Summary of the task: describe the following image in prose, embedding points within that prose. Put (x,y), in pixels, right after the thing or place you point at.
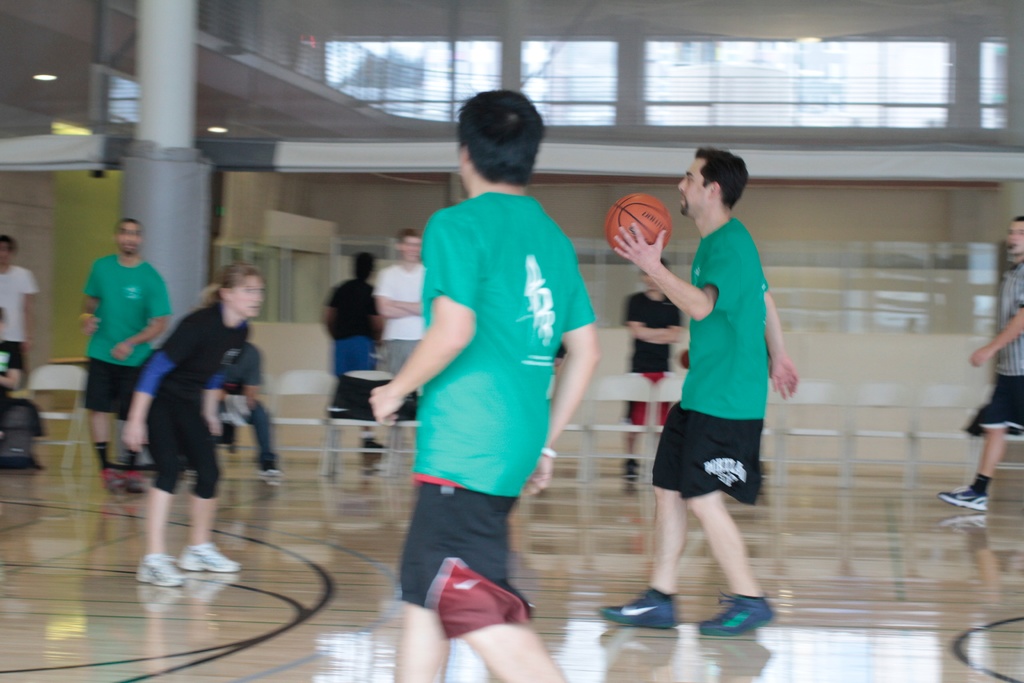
In this image there are people (497,409) playing on the floor (298,575). The man (642,238) in the center (671,233) is holding a basketball (623,205) in his hand (657,236). Behind them there are chairs (612,400). There are bags (350,403) and a person (254,392) sitting on the chairs (316,419). In the background (264,397) there is a wall (882,220) of the building (760,164). There are glass windows (681,107) to the walls (883,235) of the building (455,101). There are lights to the ceiling (218,92).
